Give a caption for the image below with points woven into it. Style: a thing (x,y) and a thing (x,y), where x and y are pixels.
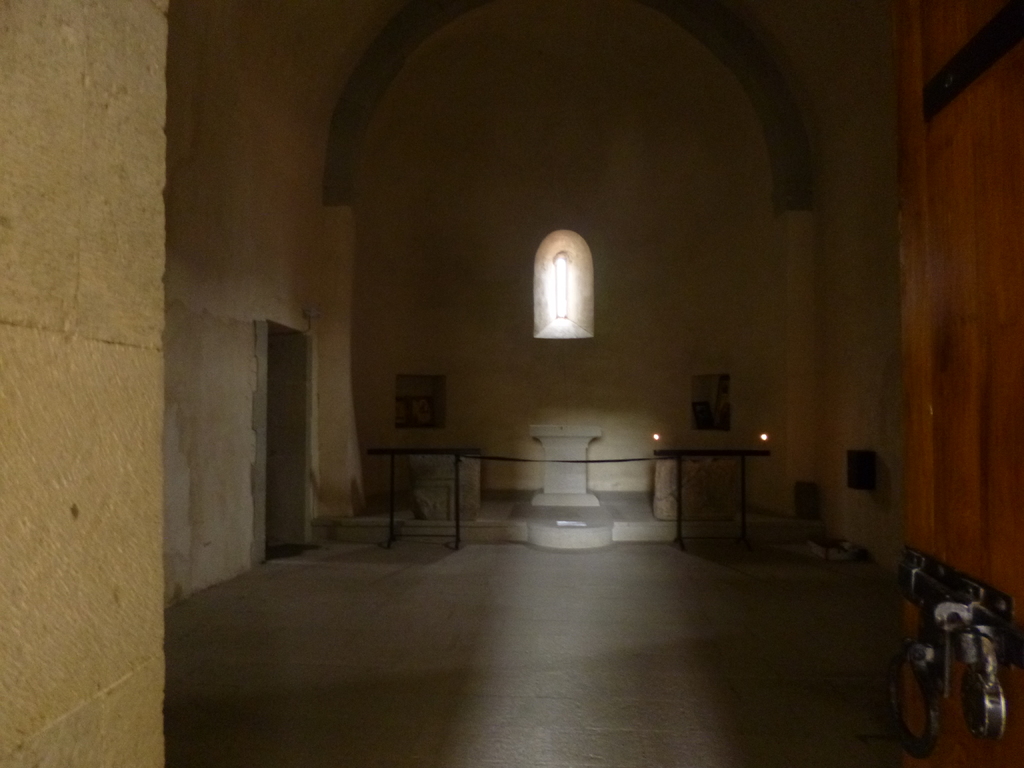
In this picture is taken inside a room (468,216). There is a pillar (568,455) behind the fence (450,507). There is a window (570,298) to the wall (526,272) having a door (295,446). Right side (1010,717) there is a door (988,90) having a lock (1005,704) to it.
